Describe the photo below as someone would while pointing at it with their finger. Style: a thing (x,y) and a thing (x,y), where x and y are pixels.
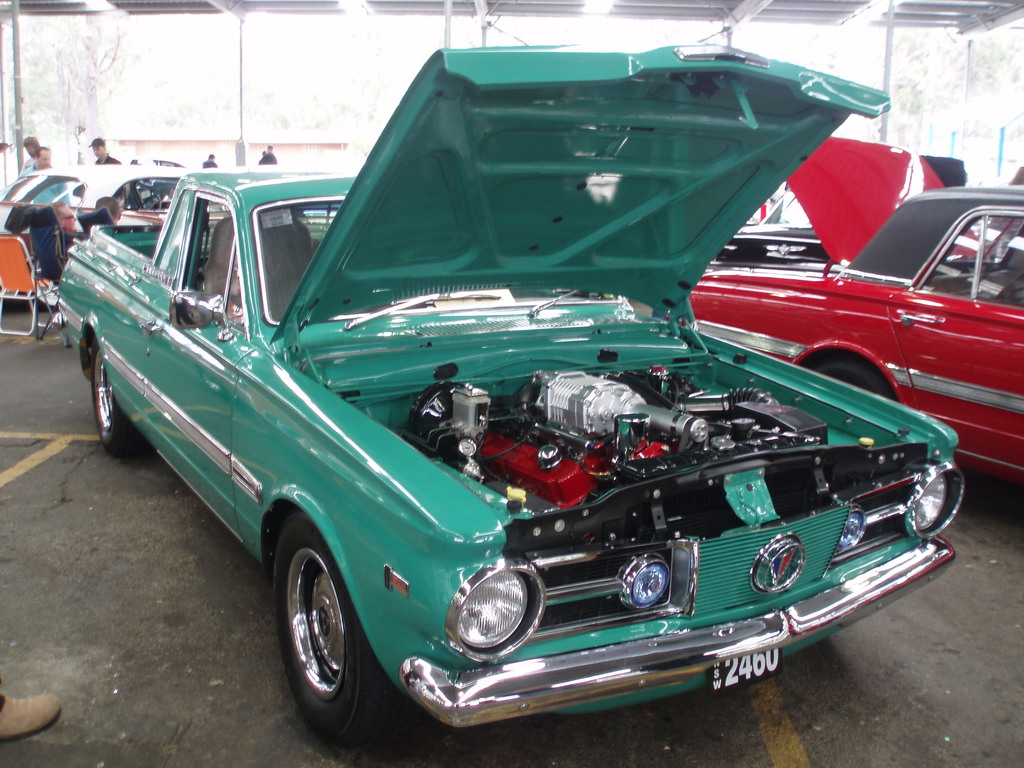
There are vehicles (590,481) on the road (76,593). Here we can see few persons (60,213), poles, and trees (46,64). There is a blur background (992,66).
